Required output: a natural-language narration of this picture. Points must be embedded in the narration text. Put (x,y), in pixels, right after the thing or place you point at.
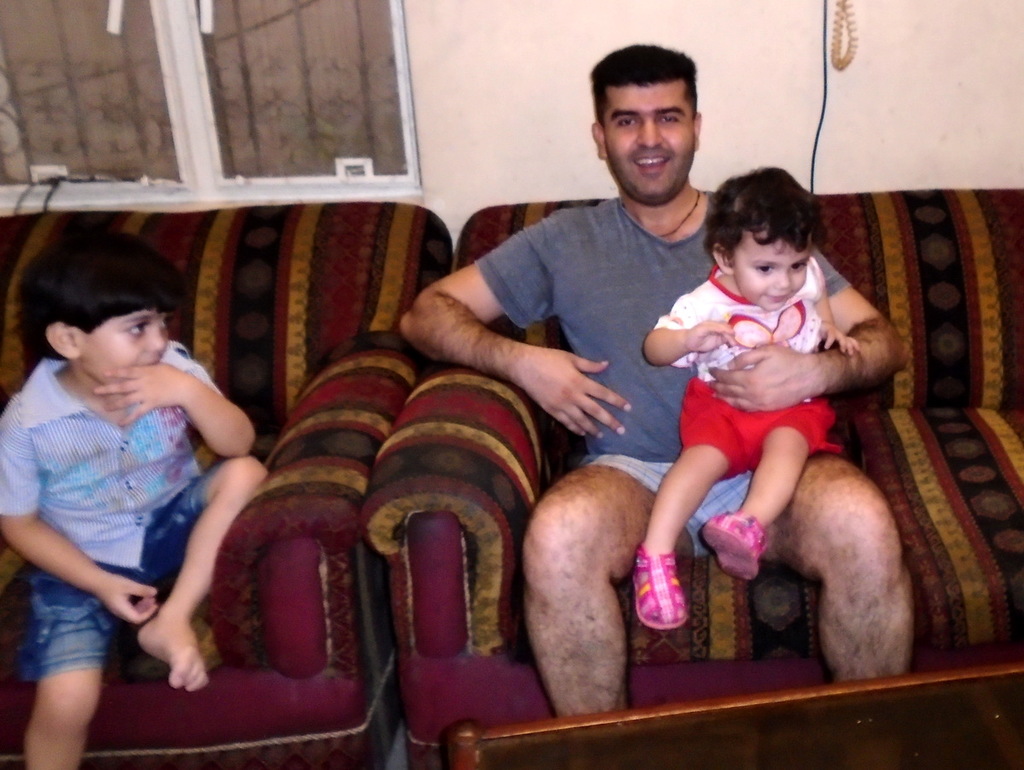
There is a man (530,355) sitting on a sofa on the right side of the image (766,307) and a small baby (765,316) on his lap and another child (100,414) sitting on the left side (91,505). There is a table (694,726) at the bottom side (839,725), there are windows (350,61) and wires (828,50) in the background (347,135).
